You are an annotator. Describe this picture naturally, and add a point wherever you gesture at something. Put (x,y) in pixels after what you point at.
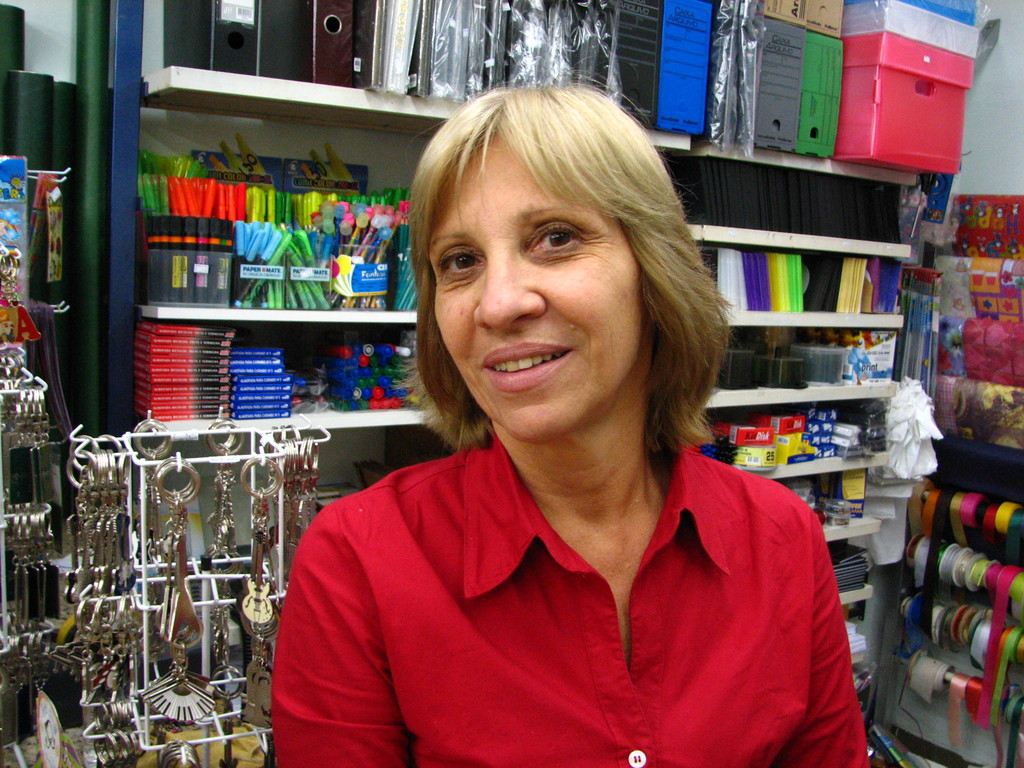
In this image, we can see a person (754,479) wearing clothes (453,549). In the background (185,164), we can see a rack (863,167) contains some objects (800,293). There are keychains (171,573) in the bottom left of the image (180,710). There are ribbons (977,619) in the bottom right of the image (961,689).
